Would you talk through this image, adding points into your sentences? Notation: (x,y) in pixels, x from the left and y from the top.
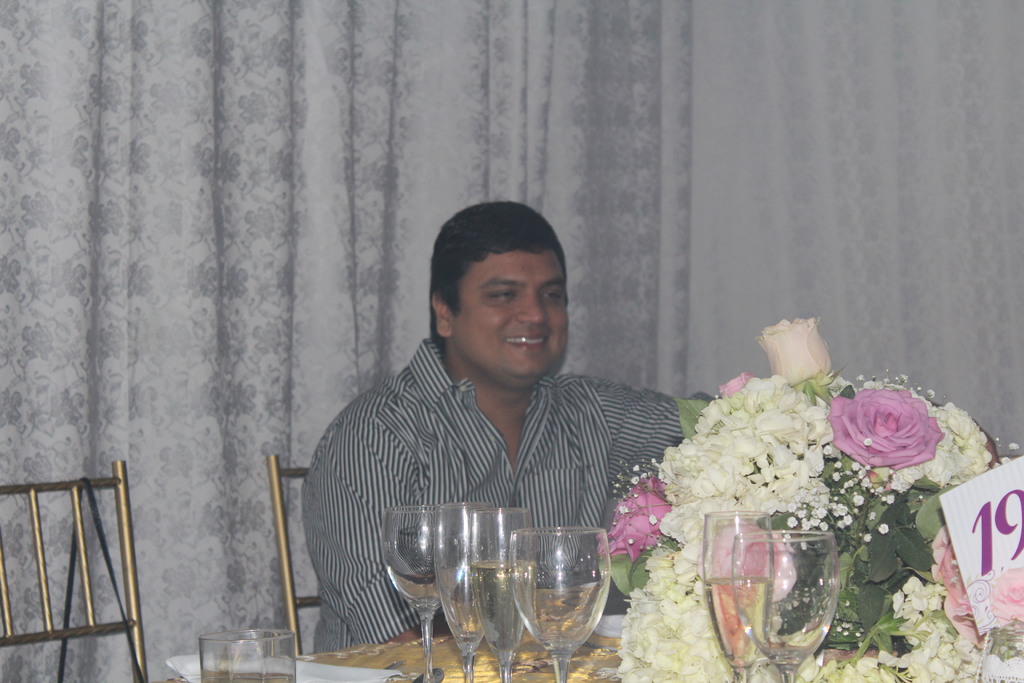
This picture is of inside. On the right (906,471) there is a flower (814,492) and glasses (510,622) placed on the top of the table (421,664) and a man (521,375) sitting on the chair (283,538) and smiling. On the left (85,564) there is a chair (84,629). In the background (306,97) we can see the curtain (585,173).
